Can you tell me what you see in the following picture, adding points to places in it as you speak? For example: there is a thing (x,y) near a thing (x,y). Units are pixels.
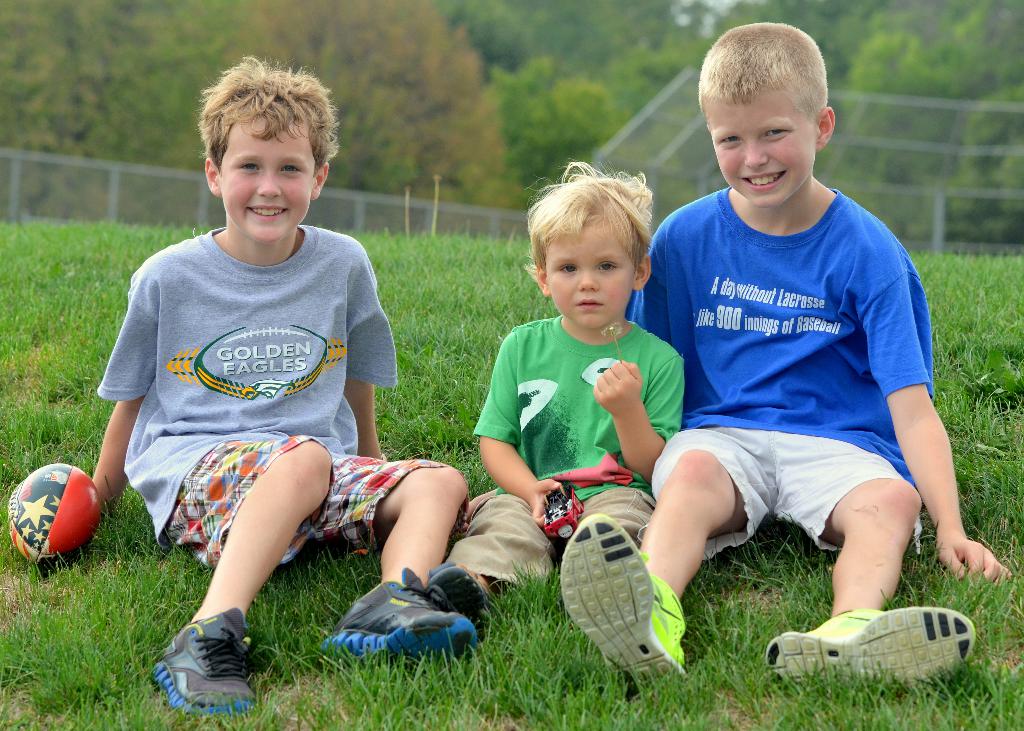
In this image, there are a few people (763,475). We can see the ground (441,674) with some grass (458,427). There are a few trees (618,88). We can see the fence (501,229) and a ball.
